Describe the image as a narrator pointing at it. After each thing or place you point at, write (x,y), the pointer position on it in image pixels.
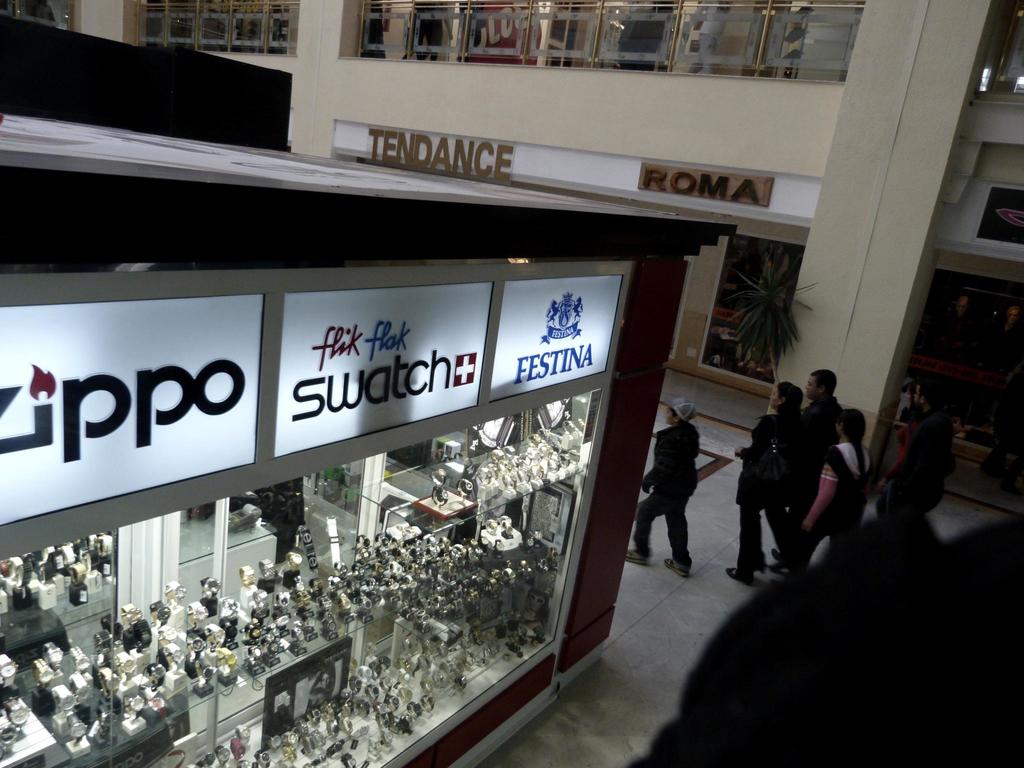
This image consists of a shop (413,661) in which we can see many watches (392,586). On the right (837,514), there are few persons (846,483) walking. In the background (763,394), there is a building (812,108).
